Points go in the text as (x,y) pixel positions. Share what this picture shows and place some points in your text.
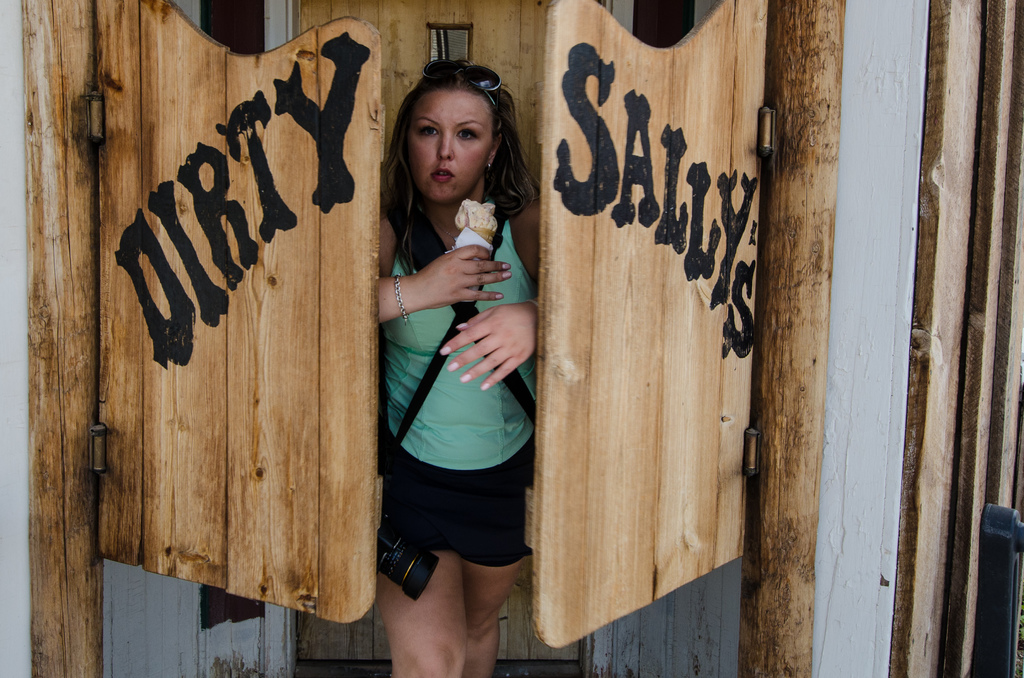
In this picture there is a woman (477,68) who is wearing goggle (497,99), t-shirt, short (429,481) and she is holding a ice cream (470,218) and camera (399,545). Beside her we can see the doors (355,397). In the back (445,46) there's another door (508,46) near to the wall (907,310).
